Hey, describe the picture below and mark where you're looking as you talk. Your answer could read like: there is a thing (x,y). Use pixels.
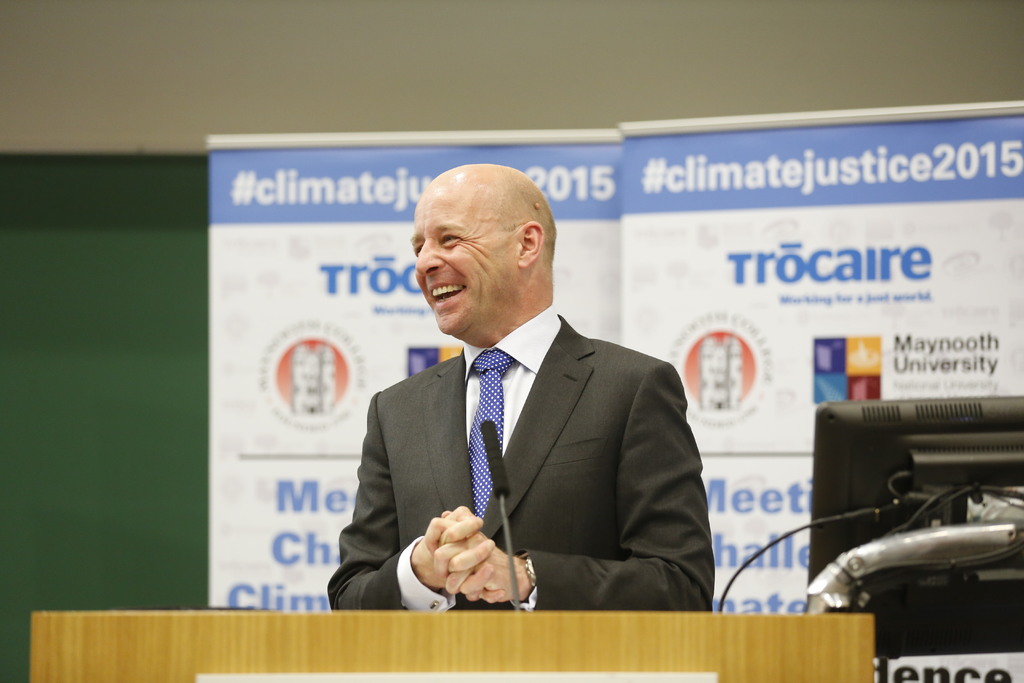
There is a man (481,344) standing and smiling, in front of this man (447,488) we can see microphone (495,432) above the podium (519,638) and we can see monitor (932,596). In the background (754,188) we can see banners (421,183) and wall (172,15).
